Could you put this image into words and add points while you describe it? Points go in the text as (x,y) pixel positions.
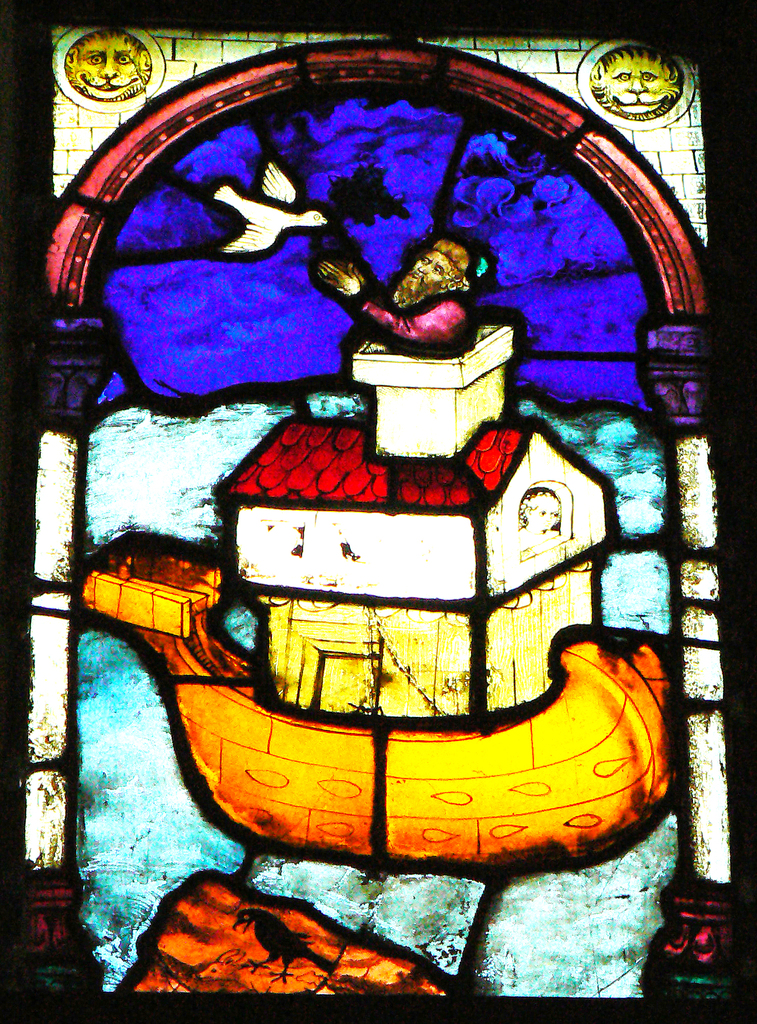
This image consists of a painting (362,556). It looks like a glass (301,386) of a window (398,466).
